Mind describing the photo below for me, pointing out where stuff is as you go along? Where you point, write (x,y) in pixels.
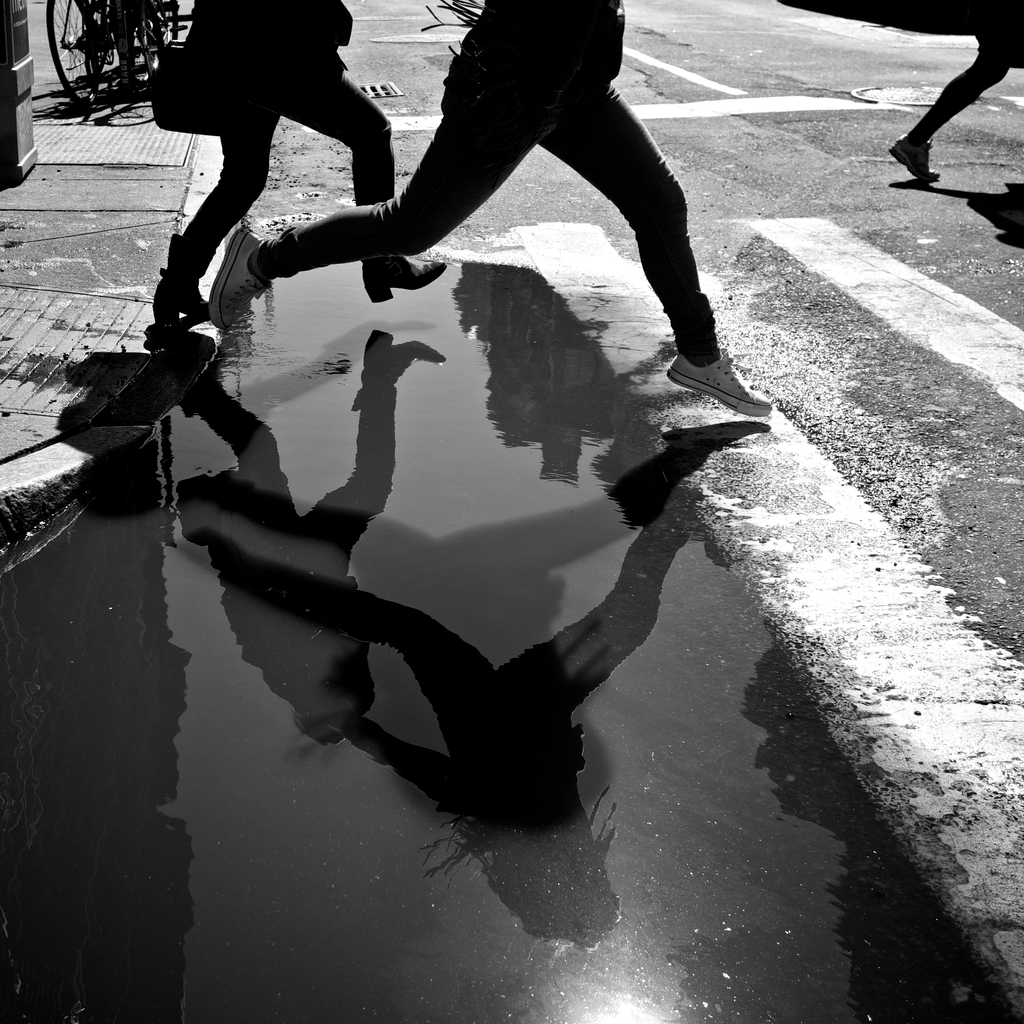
In this picture I can see the water (401,499) in the foreground (436,581). I can see people (513,65). I can see bicycles (89,99) on the walkway (89,161). I can see the road (625,249).
